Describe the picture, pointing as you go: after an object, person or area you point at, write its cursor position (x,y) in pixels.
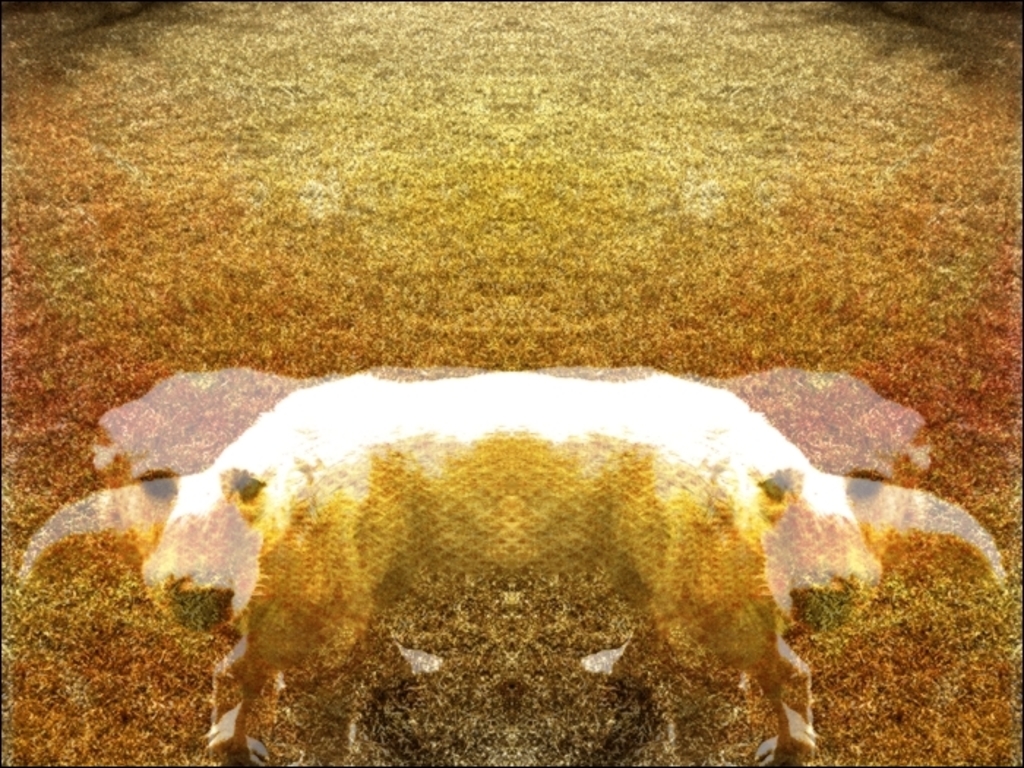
In this picture we can see the illusion of a white dog (806,377) who is standing on the ground (444,341). At the top (520,168) we can see the grass (473,79).
